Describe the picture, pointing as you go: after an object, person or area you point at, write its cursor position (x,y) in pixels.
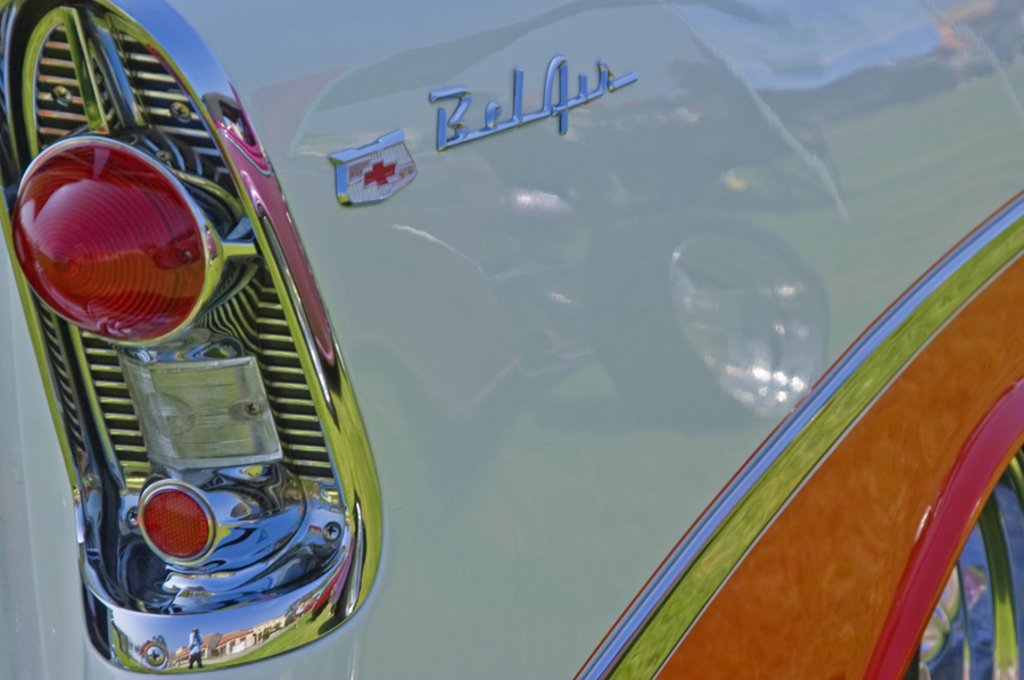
In this image we can see one of the portion of the car (942,442) in which bottom we can see car's wheel (1008,519). And left side (164,13) we can see two red lights (154,264) and the border (253,611) ends with the silver coloring. And in the middle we can see some text (490,118).
